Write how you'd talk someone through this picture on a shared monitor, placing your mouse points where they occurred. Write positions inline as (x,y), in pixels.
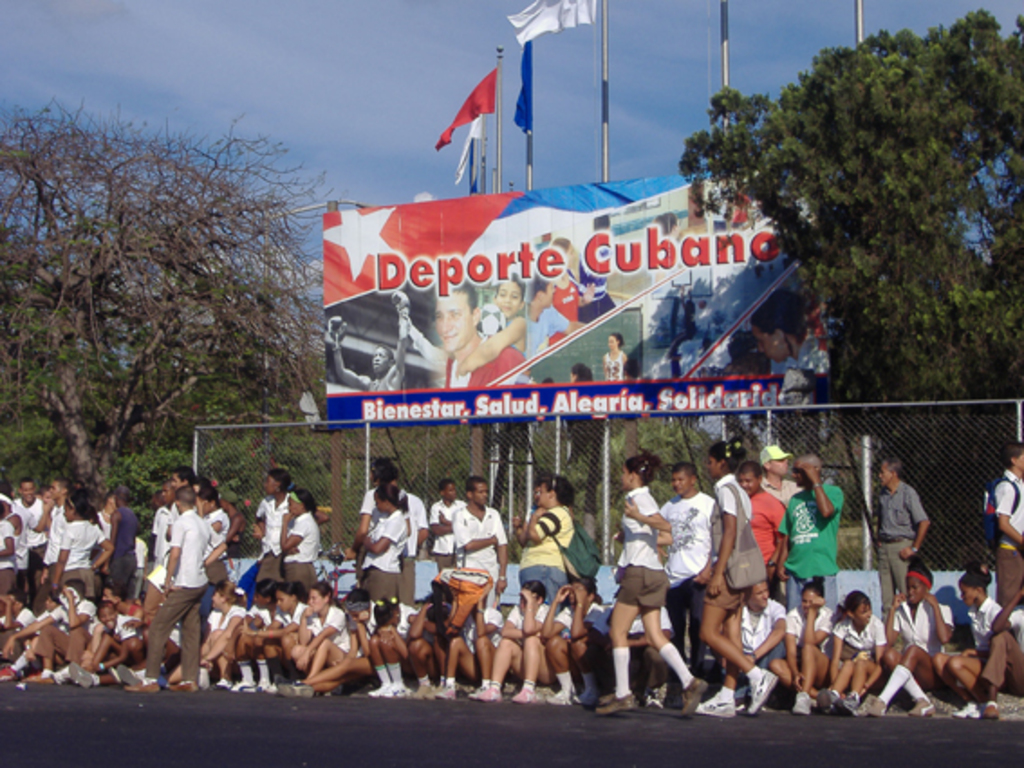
This is the picture of a road (772,766). In this image there are group of people (800,636) sitting on the footpath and there are group of people (570,501) standing on the footpath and there are two persons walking on the road (382,711). At the back (740,392) there is a poster (733,392), in the poster (527,373) there are group of people (809,346) and there is a text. There are flags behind the fence (656,443) and there are trees (81,317). At the top (406,94) there is sky (397,69) and there are clouds (372,71). At the bottom (376,736) there is a road (291,710).
